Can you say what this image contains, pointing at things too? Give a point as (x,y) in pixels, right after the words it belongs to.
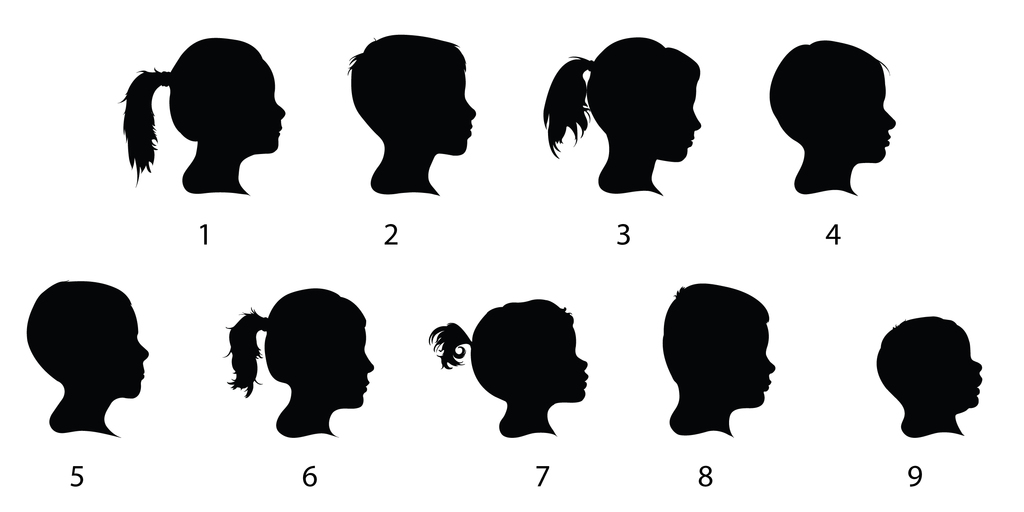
In the picture we can see silhouette images (618,147) of human beings (320,361).
